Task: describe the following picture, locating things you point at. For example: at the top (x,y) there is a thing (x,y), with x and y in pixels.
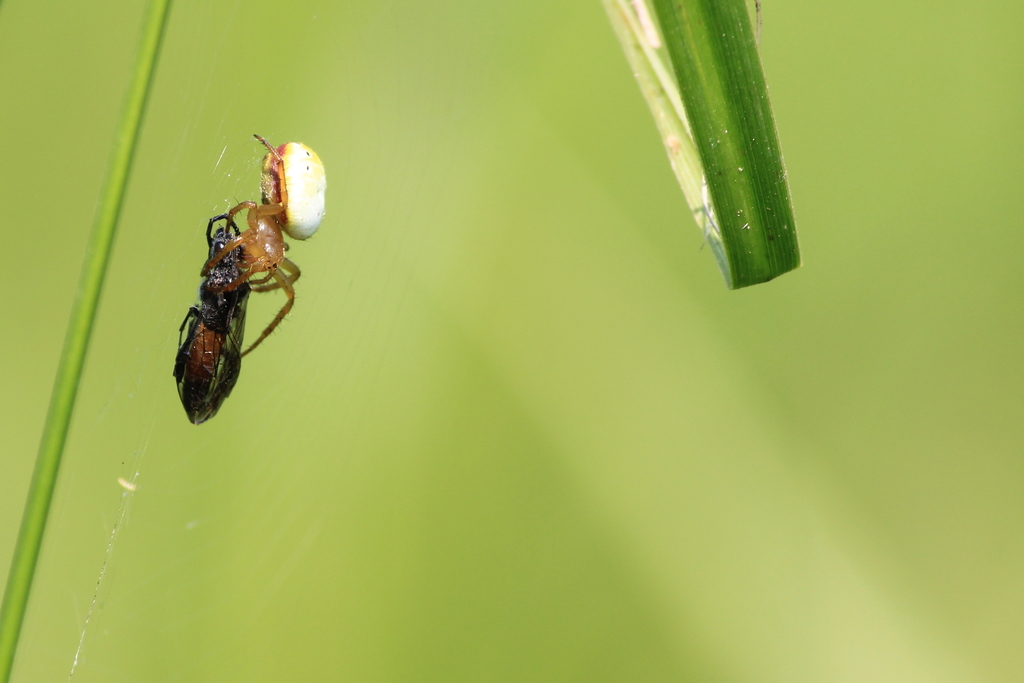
In this image we can see an insect (206,340) in the web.
